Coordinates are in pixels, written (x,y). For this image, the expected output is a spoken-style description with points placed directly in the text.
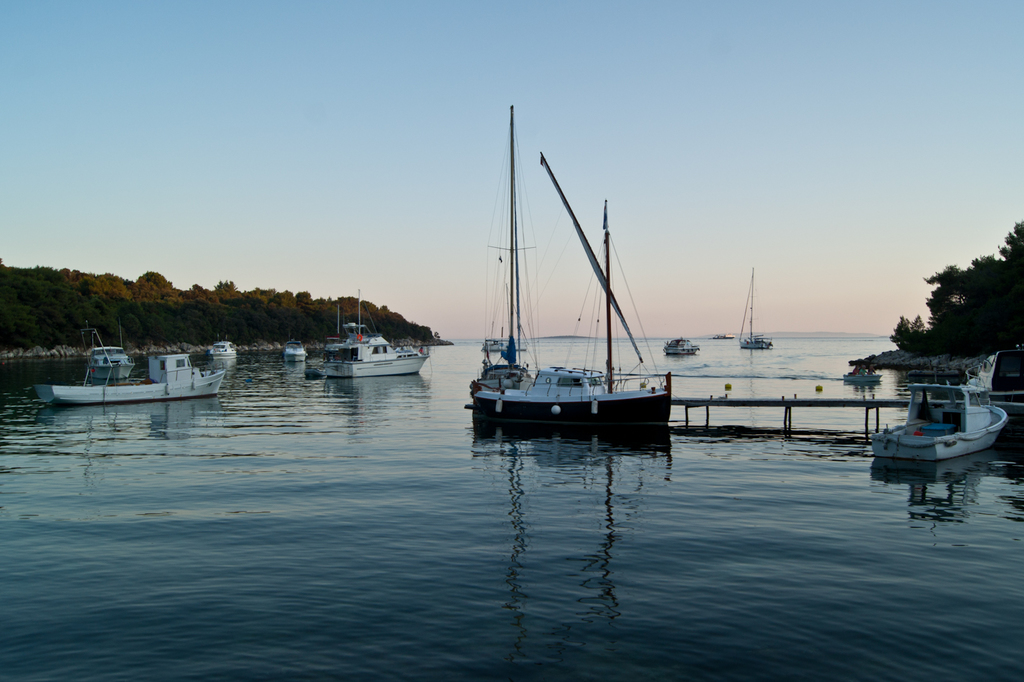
This image is taken outdoors. At the top of the image (252,134) there is a sky (547,110). At the bottom of the image (259,496) there is a sea (484,479) with water (680,578). In the middle of the image (660,403) there are a few boats (217,375) on the sea (1017,472). On the left (203,310) and right sides of the image there are a few trees (971,341) and plants (56,311) on the ground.
